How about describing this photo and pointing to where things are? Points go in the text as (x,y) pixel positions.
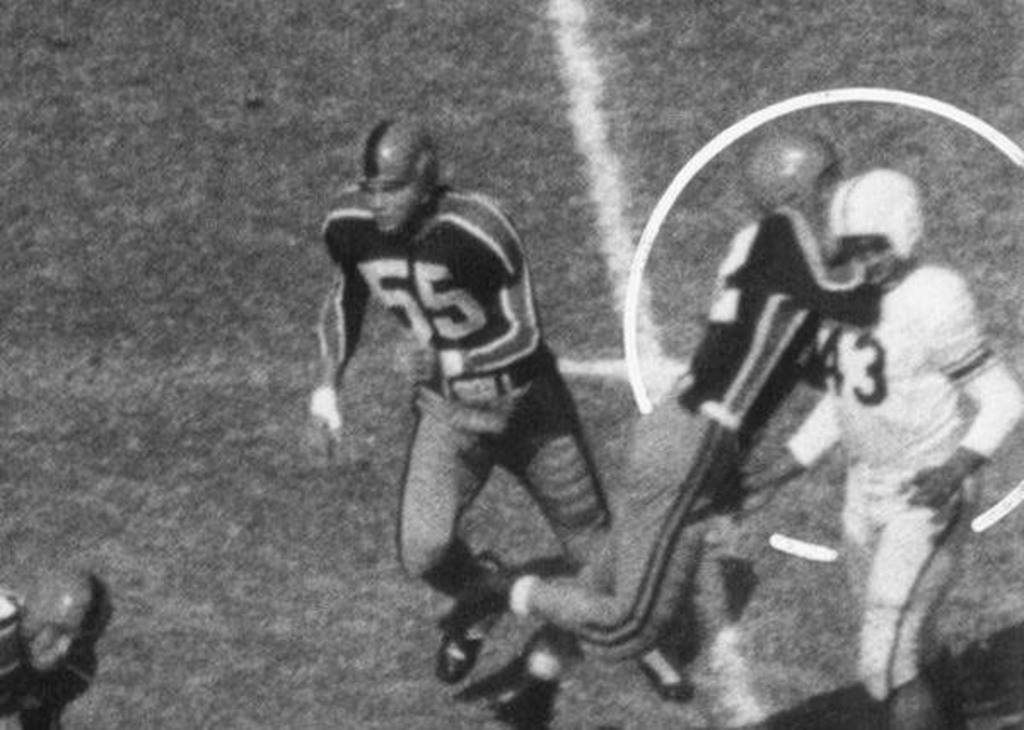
It is a black and white image. The image is taken in a playground (327,659) and there are four men (42,681).
